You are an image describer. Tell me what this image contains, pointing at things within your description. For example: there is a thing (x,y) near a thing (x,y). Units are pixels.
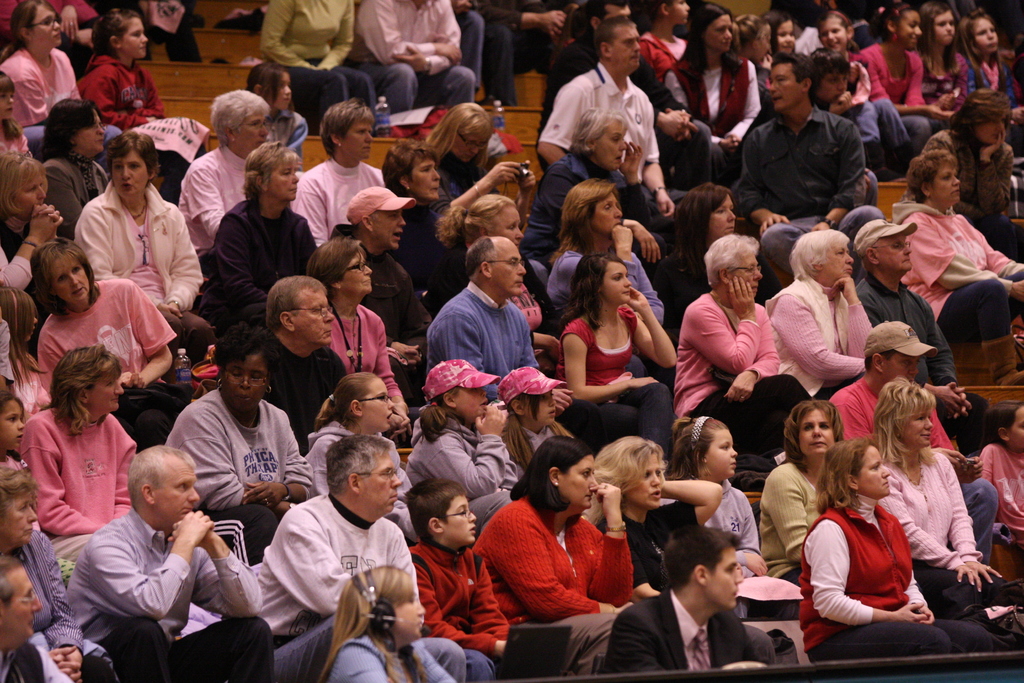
In this image we can see a few people (275,231), some of them are sitting on the seats (373,151), some people (542,428) are wearing caps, there are posters (165,127) with text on them, also we can bottles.
